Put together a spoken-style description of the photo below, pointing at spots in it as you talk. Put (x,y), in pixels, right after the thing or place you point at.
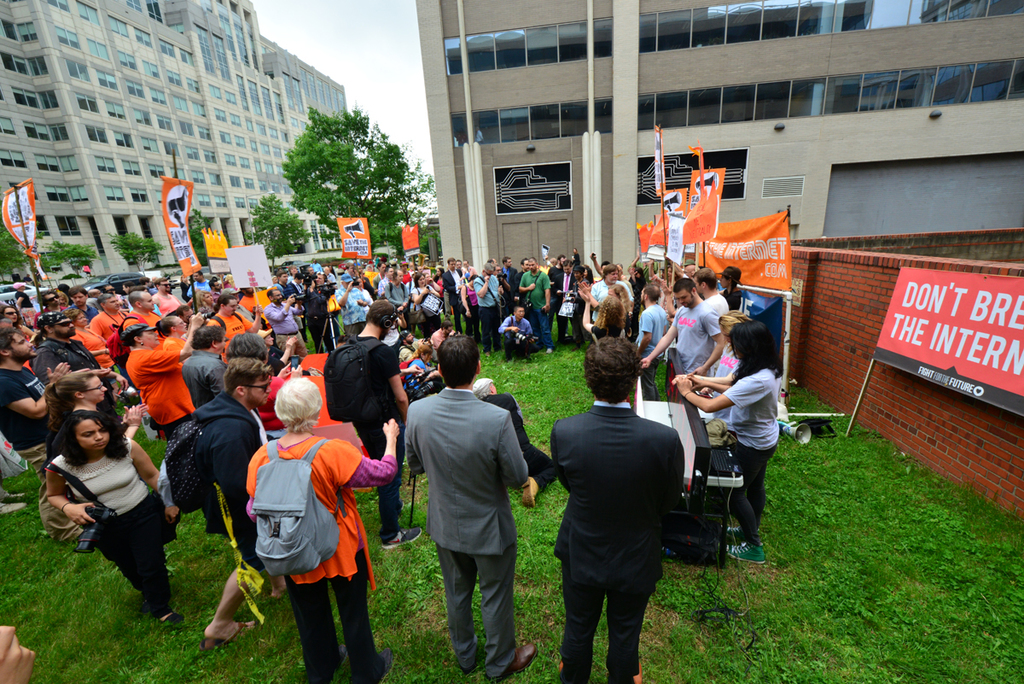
In this image I can see the grass (902,607) on which there are number of people (291,343) and I see few of them are holding boards (368,249) in their hands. On the right side of this picture (973,248) I can see the wall (806,313) and I can see few clothes (692,242) and boards (924,294), on which there is something written. In the background (20,153) I can see the buildings (476,144), few trees (409,176) and the sky (359,57).
